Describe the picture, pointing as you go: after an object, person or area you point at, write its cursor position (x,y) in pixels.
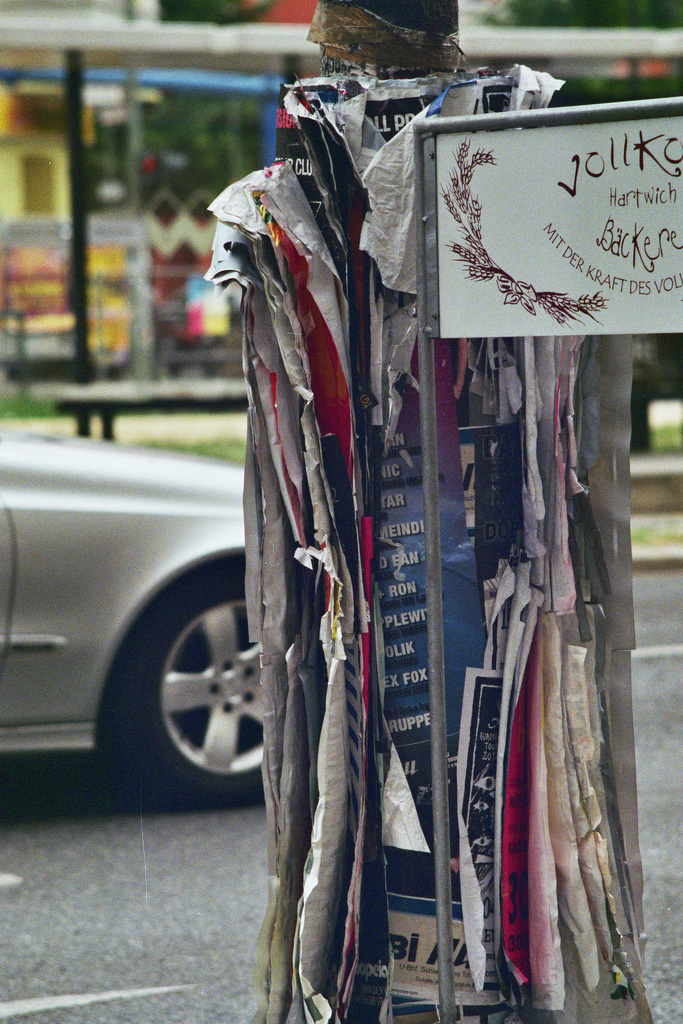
In this image there are posters (308,400) attached to one of the poles (327,462), a board (663,188) with some text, a vehicle (178,622) on the road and the building (132,285).
